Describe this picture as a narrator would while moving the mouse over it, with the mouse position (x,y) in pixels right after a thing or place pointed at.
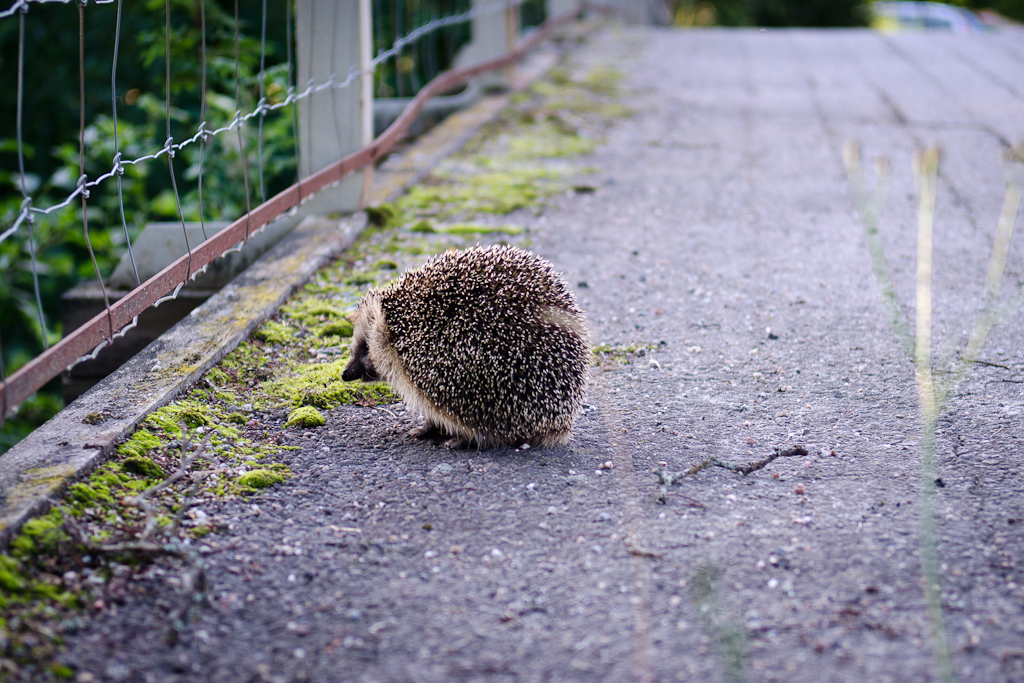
In this image we can see one animal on the road (442,542) and so many trees (232,142). Some grass (208,468) is there. One fence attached to the three poles (346,124).
